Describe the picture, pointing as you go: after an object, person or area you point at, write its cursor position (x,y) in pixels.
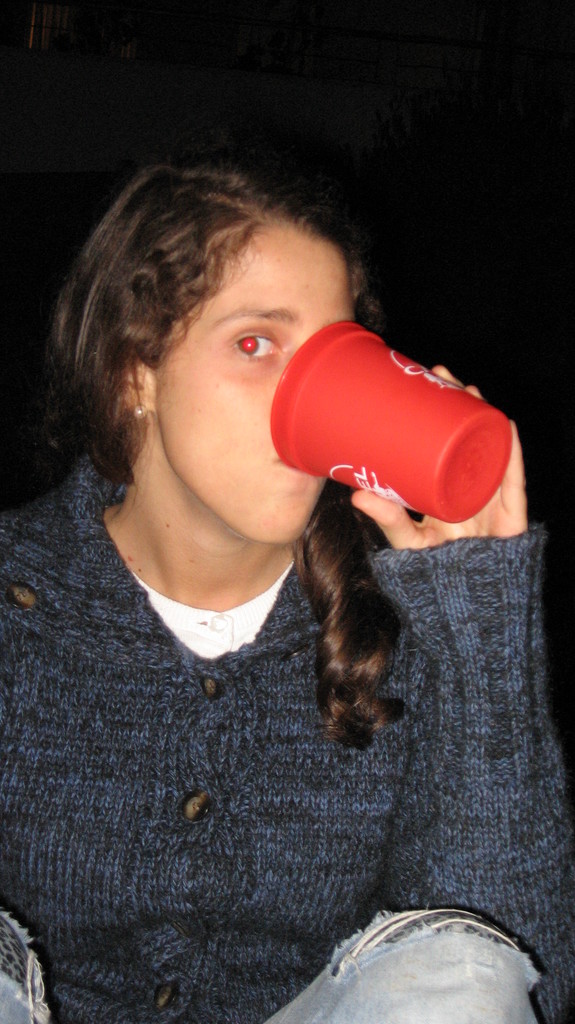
In this image we can see a girl (173,625) sitting holding a glass (390,386).
